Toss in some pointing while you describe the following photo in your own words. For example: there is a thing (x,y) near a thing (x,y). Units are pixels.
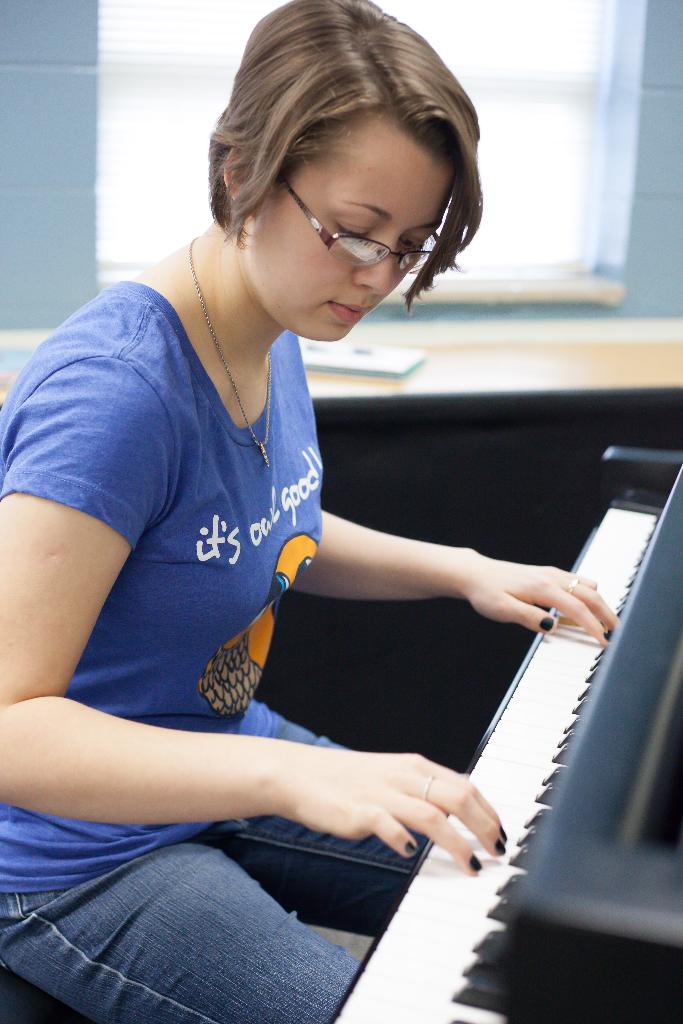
She is sitting on a chair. She is playing a musical keyboard (534,716). We can see in background (592,146) window (534,194).
